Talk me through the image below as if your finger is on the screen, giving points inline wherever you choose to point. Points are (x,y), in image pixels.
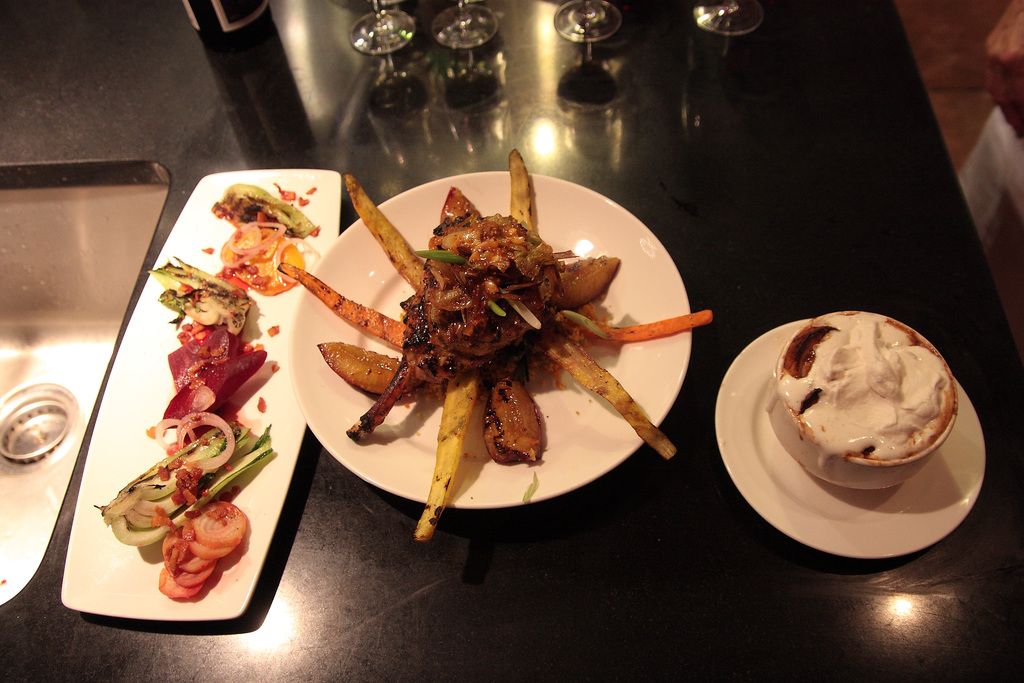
In this image we can see some food (458,322) containing meat (443,331), carrot (456,389) and potato slices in a plate (584,402) placed on the table (582,492). On the left side (277,432) we can see some food (244,429) in tray (259,481) beside a sink (102,345). On the right side (876,344) we can see an ice cream (934,391) in a bowl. We can also see some glasses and a bottle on the table (685,120).
